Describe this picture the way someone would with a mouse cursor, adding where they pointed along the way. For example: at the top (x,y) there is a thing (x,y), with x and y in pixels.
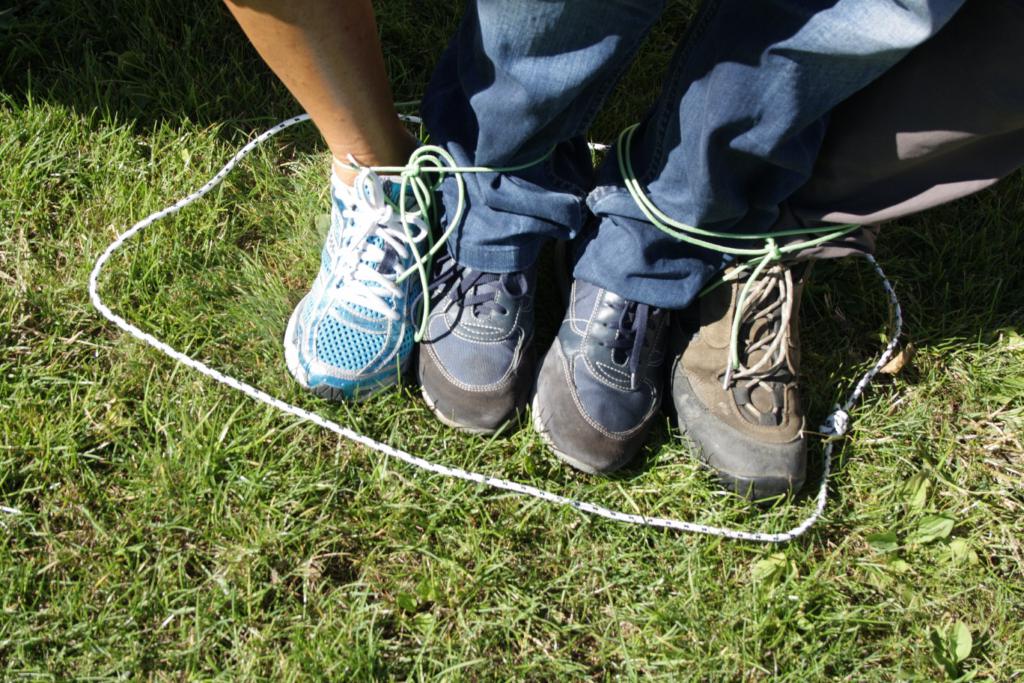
As we can see in the image is grass (127,339), rope (446,475), shoes (446,425) and few people legs (484,212).
